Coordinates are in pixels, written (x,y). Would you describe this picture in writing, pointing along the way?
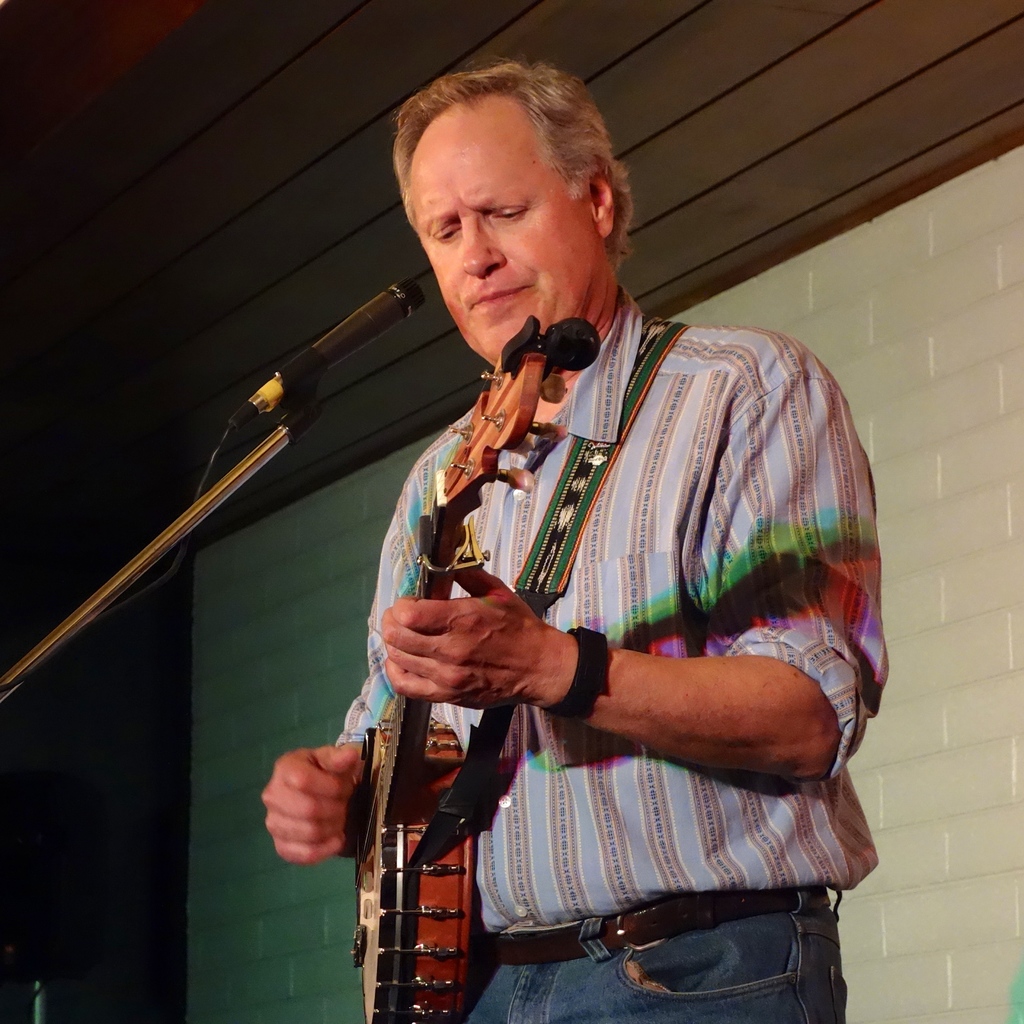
In this picture a man (445,650) is holding a music instrument (446,753) in front of the man (537,472) there is a microphone (357,331) with a stand (169,532). background of this man (644,448) there is a wall (948,409) which is in white color.
